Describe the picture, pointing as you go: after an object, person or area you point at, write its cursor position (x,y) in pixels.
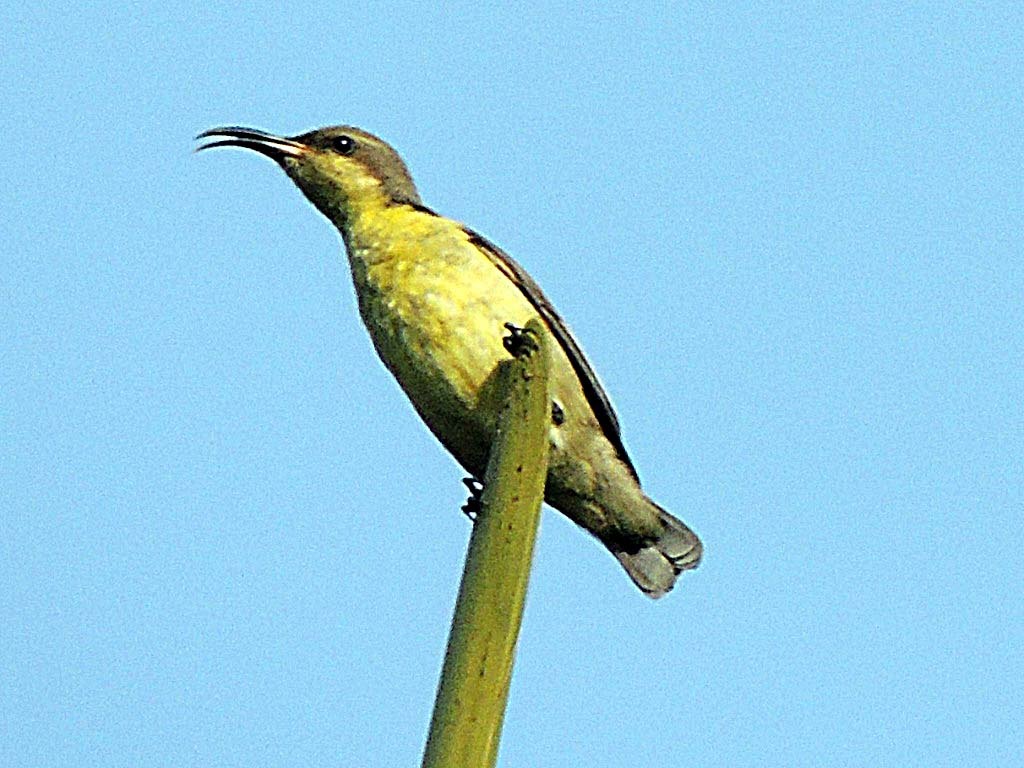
In the center of the picture (448,310) there is a bird (573,451) on a stem (457,732).
